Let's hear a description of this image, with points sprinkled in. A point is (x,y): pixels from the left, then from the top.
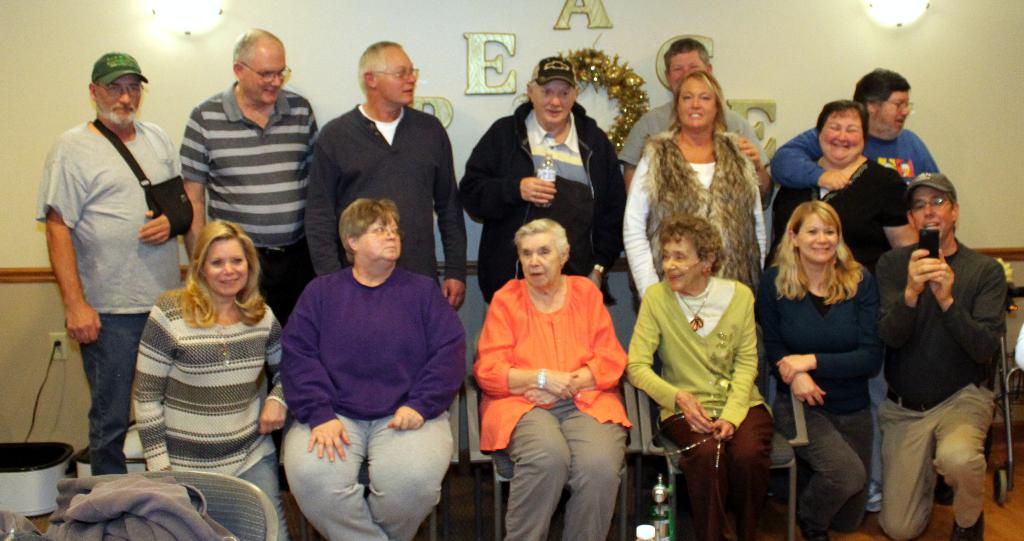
In the foreground of the picture (304,290) there are people (504,181). On the right (1009,384) there is a wheelchair (1004,347). On the left (178,508) there is a chair (209,499) and a cloth (101,524). In the background (609,74) there are lights (177,11), wreath (620,66) and text (755,101) on the wall (648,31).
